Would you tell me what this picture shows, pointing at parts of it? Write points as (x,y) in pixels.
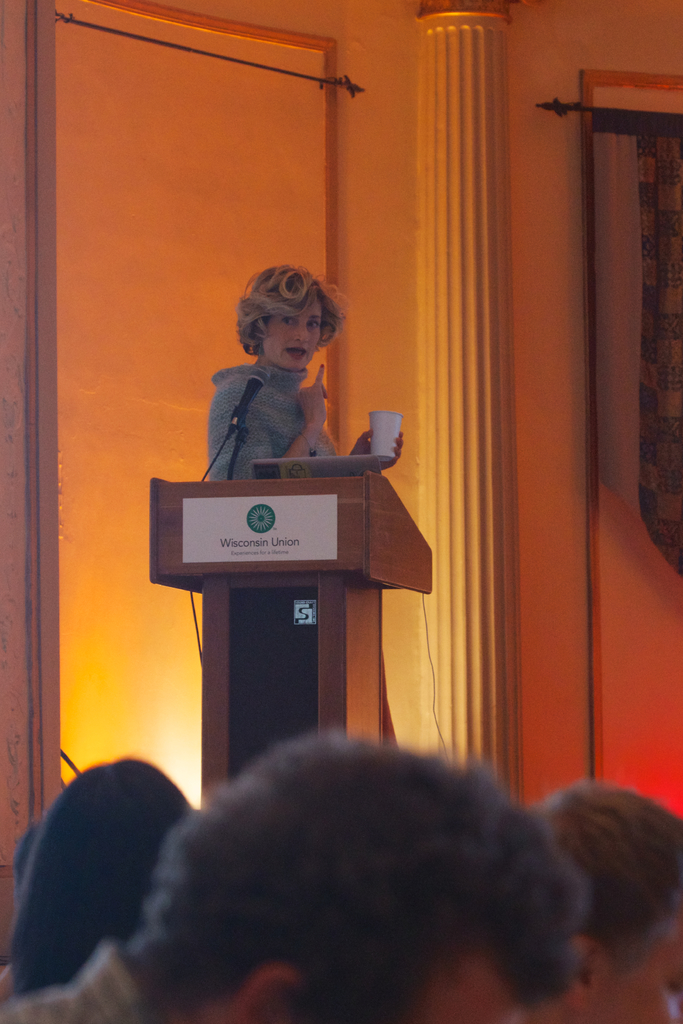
There are persons (517,879). In the background (312,260), there is a woman (309,305), holding a white color cup (385,430) with one hand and standing in front of a stand (323,485) on which, there is a poster (232,500) and a mic (243,419) which is attached to the stand (237,485), there is a pillar (458,149) and there is wall (358,181).
